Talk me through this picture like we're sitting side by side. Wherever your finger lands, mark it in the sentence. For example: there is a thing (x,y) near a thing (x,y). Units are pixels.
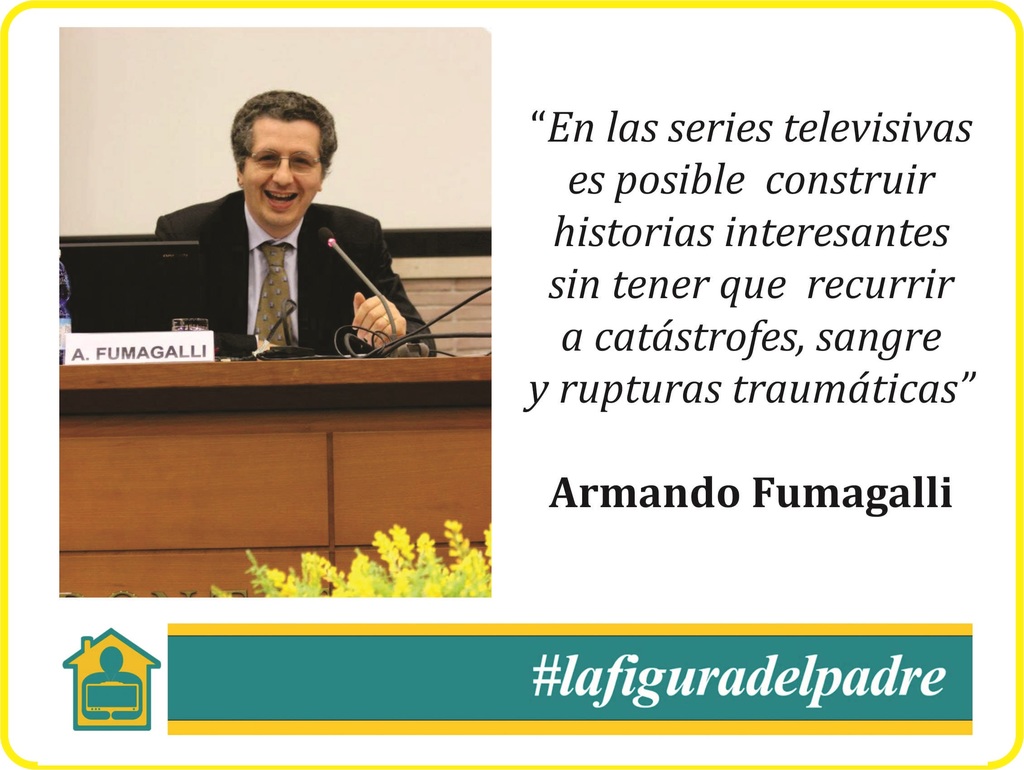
In this image I can see a poster (563,404) in which I can see a picture (403,535) and in the picture (336,541) I can see yellow flowers (378,571), a desk (338,536) and on the desk (306,415) I can see a microphone (352,260), few wires (339,356), a board (164,352), a glass (186,321) and I can see a person (229,276) wearing black blazer (222,268), white shirt (256,257) is sitting in front of the desk (249,432). I can see the white colored wall (390,137).
